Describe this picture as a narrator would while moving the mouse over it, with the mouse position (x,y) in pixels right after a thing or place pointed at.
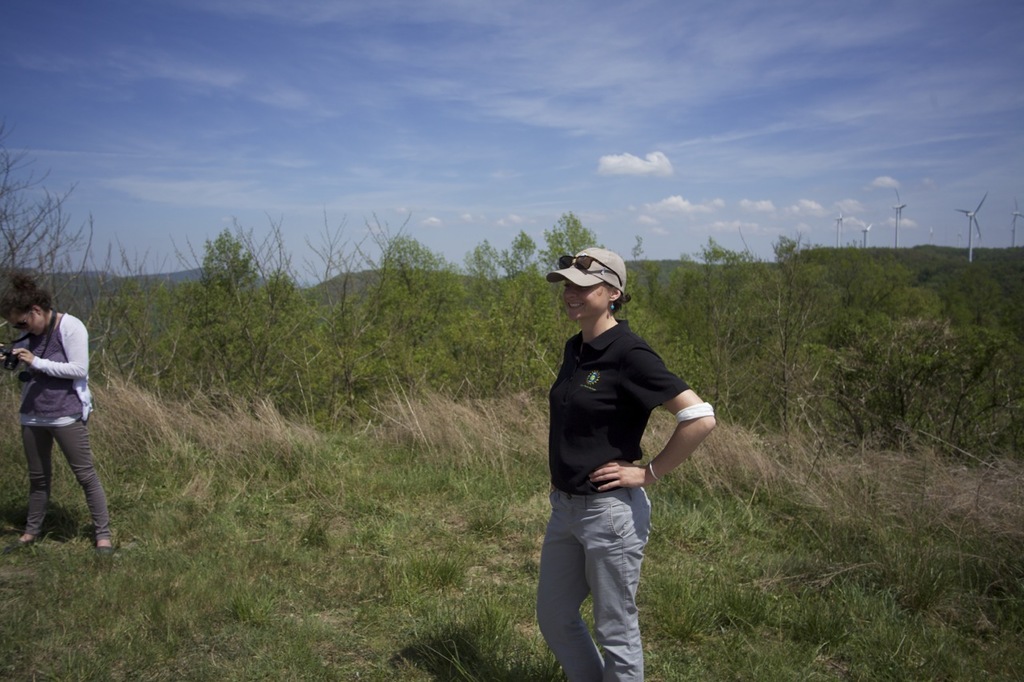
In this image we can see a lady (580,317) wearing cap (599,284). On the cap (594,265) there is goggles (575,261). There is another lady (34,352) holding camera (12,364). On the ground (240,476) there is grass (287,455). In the back (239,273) there are trees (514,278). Also there are wind fans (978,227). In the background (510,82) there is sky (510,82) with clouds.
